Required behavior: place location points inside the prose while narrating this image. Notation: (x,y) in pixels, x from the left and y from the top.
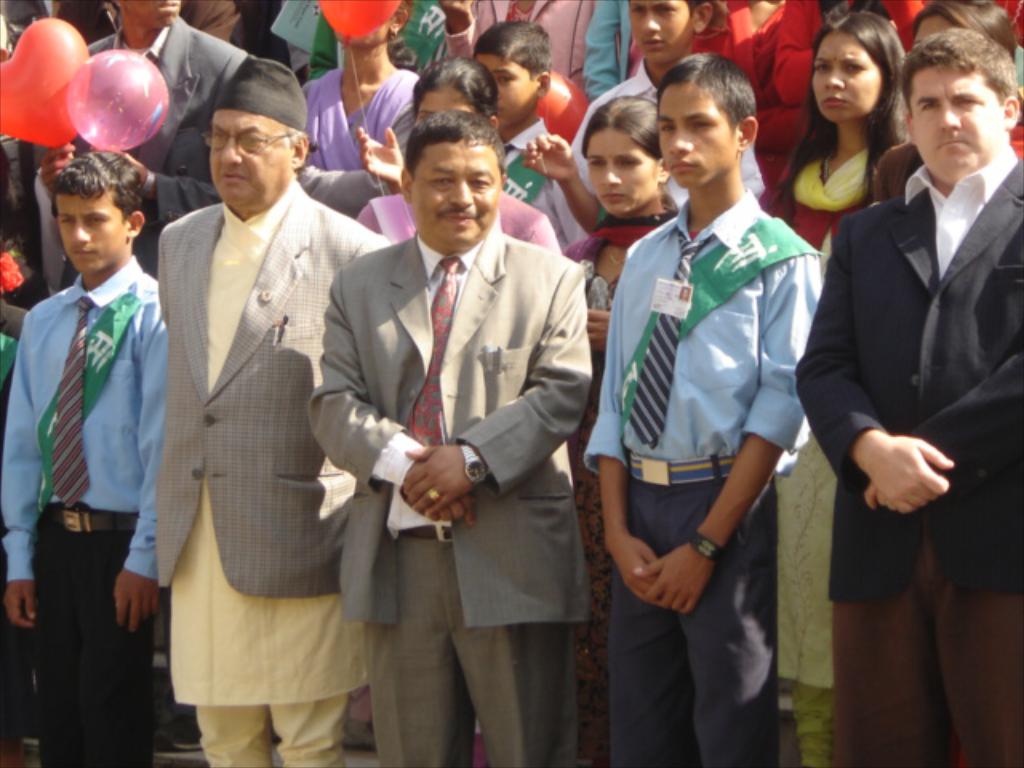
In this image, we can see a group of people (946,236) standing. On the left side (195,68), we can see a man (208,62) wearing a suit (193,98) and holding a balloon (91,103) in his hand (67,153). In the middle of the image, we can also see a balloon (332,17).
